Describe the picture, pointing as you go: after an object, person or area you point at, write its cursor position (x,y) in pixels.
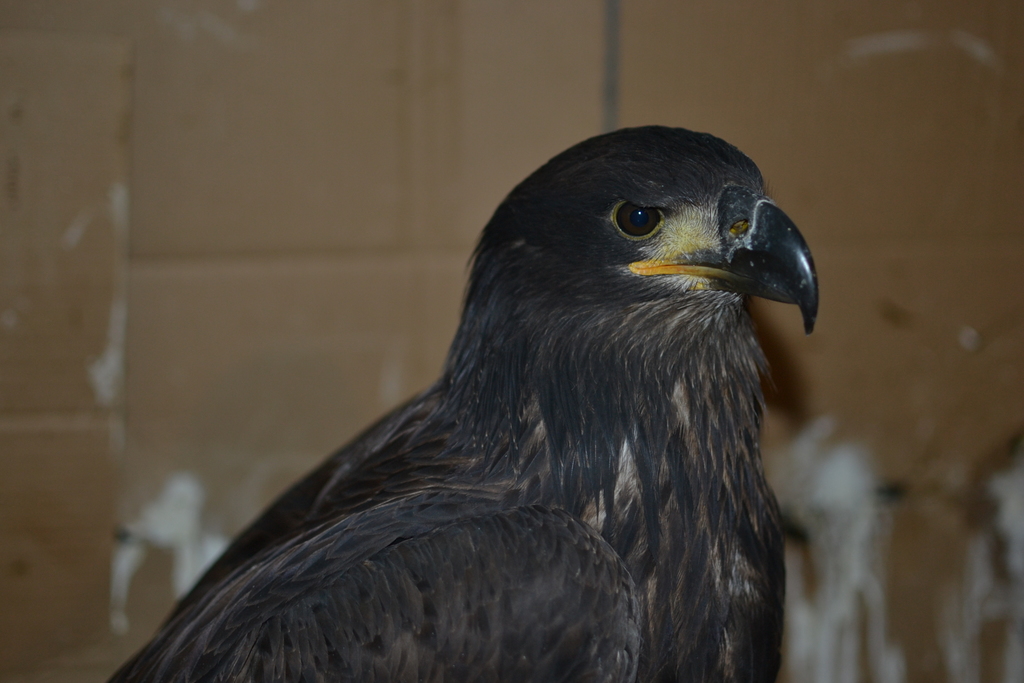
In this image there is an eagle (547,381), behind that there is a wall (942,596).
